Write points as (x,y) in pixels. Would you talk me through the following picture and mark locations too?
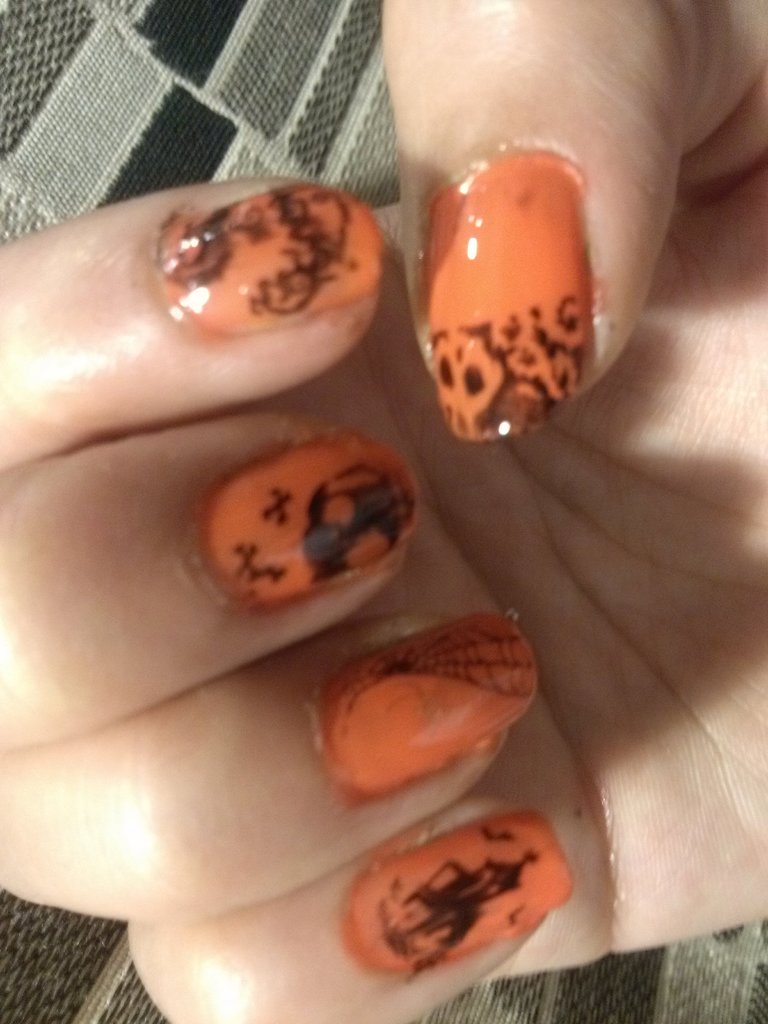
In this image I can see a hand (277,631) of a person (373,895). I can also see orange and black colour on these nails (351,253).
